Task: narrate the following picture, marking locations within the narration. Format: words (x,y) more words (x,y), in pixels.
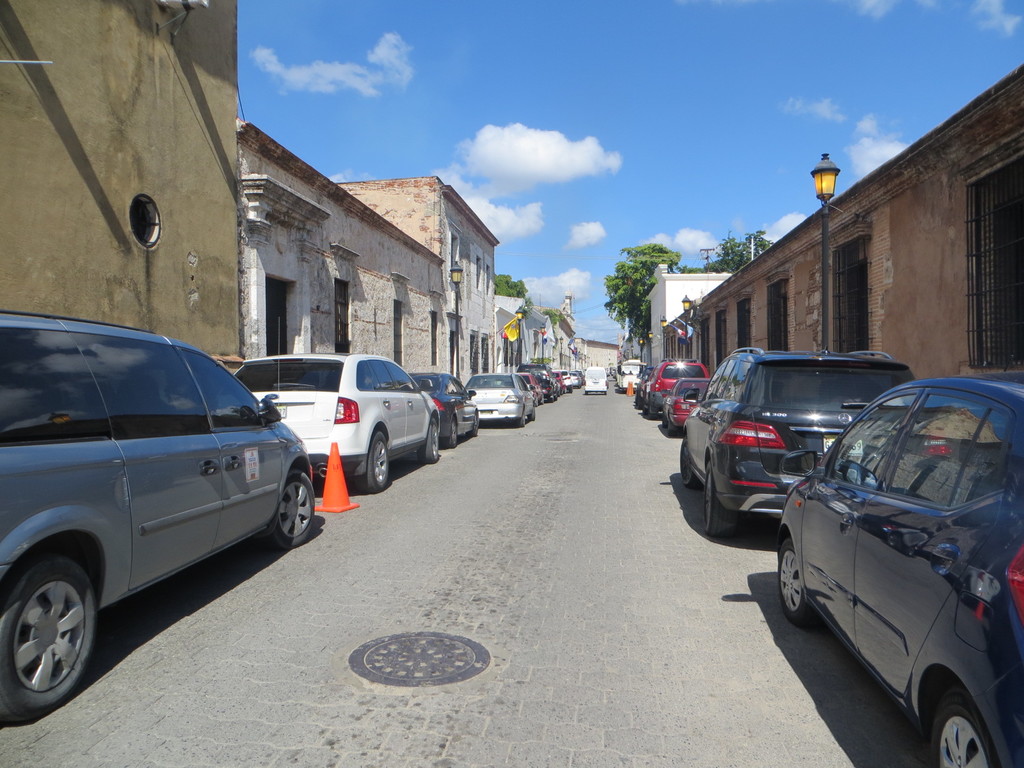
In this image, I can see the vehicles (492,405), which are parked on the road (201,621). On the left (254,263) and right side of the image (782,326), there are buildings (572,320) and trees (645,279). In the background (531,190), I can see the sky (638,125). On the right side of the image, there is a light pole (825,255).
